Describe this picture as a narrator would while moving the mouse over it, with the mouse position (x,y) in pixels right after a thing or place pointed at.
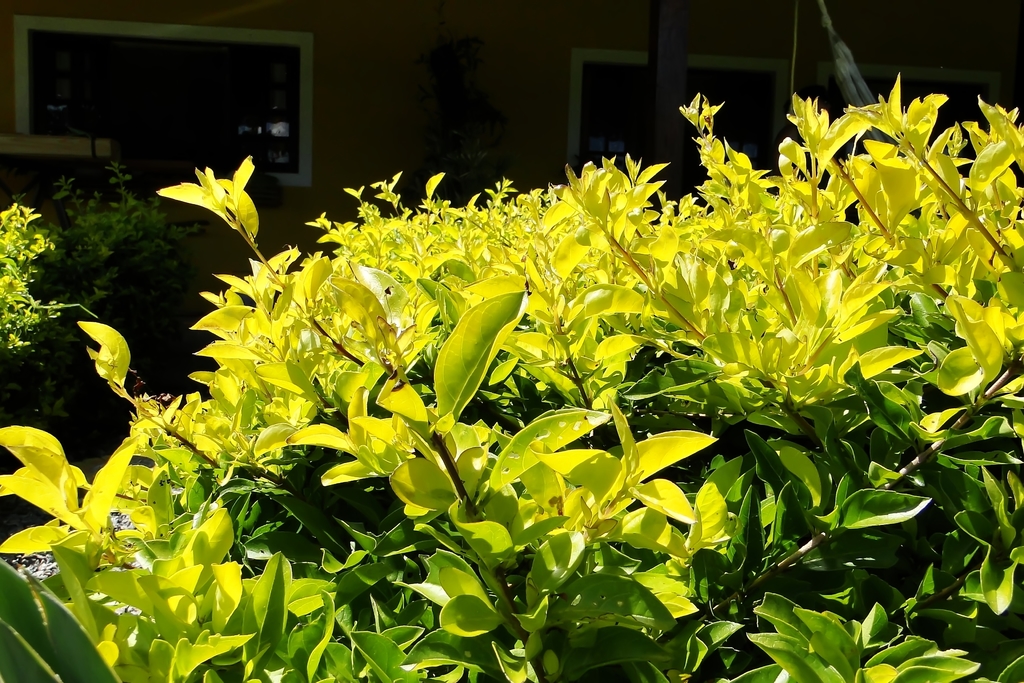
Front we can see plants (167,283). Background (342,131) there is a wall (330,84) and glass windows (201,69).
